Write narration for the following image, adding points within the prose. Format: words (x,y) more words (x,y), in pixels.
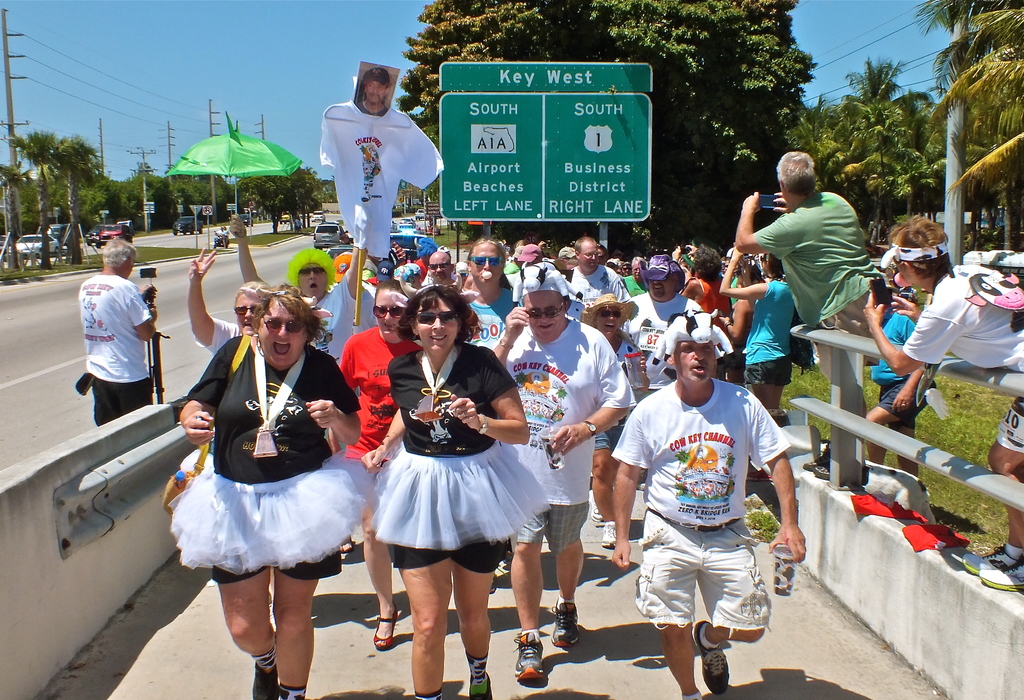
In this picture we can see people (294,276) running on the road (659,699) surrounded by trees (971,182) and grass (974,407). On the left side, we can see vehicles (215,241) on the other side of the road (41,293).
